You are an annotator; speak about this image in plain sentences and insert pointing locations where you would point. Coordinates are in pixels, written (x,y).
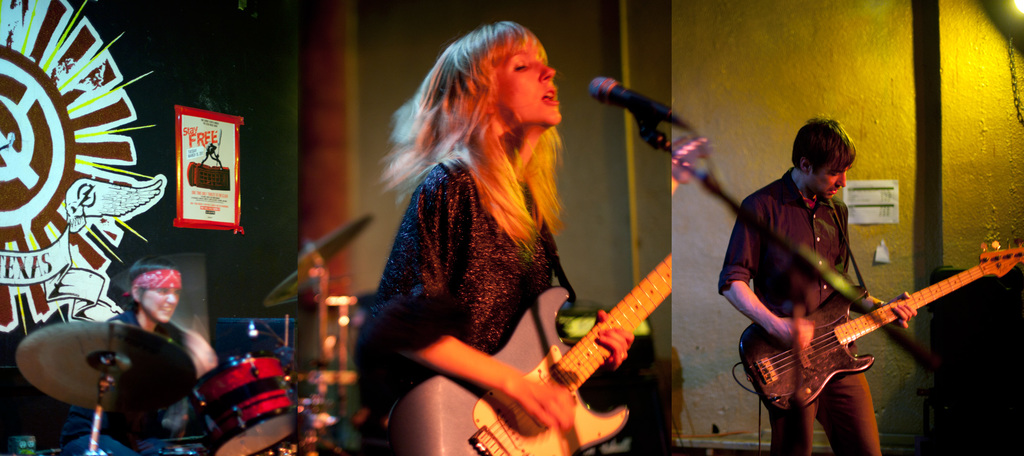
In the image there is a lady (517,270) standing and playing guitar (566,377). In front of her there is a stand (659,140) with mic (639,110). Beside her there is a man (810,232) standing and playing guitar (815,340). Behind her on the left side (166,324) there is a man (166,325) sitting and playing musical instruments (135,361). Behind the person (138,295) there is a wall (164,33) with a banner (83,78). On the banner (122,128) there is a logo (124,206) and also there is a poster (208,152) with text (207,140) on it. In the background (780,131) there is a wall (710,110) with paper (850,220) on it.
